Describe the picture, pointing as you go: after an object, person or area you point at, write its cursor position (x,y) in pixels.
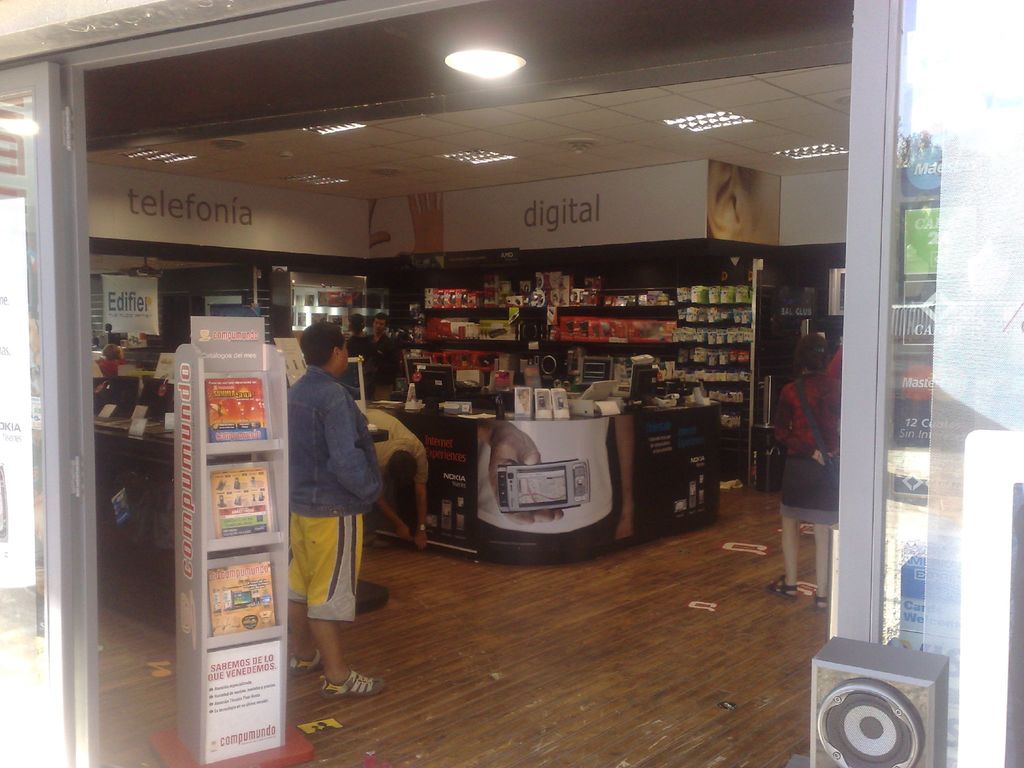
in this image i can see a person (323,423) standing, wearing blue shirt (339,456) and yellow pant (358,544), at the back ground (729,330) i can see few boxes (666,330), covered, kept on a rack (655,351), there are few boxes (536,403), a desk top (437,373), a printer (597,396) on a table (582,435), at the top (623,206) there is a board (623,205) and few lights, at the back of a person (328,445) there are few magazines (222,434) on a shelf (233,454), at right (805,516) there is other person (820,425) standing wearing red shirt (791,420) and black skirt (802,466).
